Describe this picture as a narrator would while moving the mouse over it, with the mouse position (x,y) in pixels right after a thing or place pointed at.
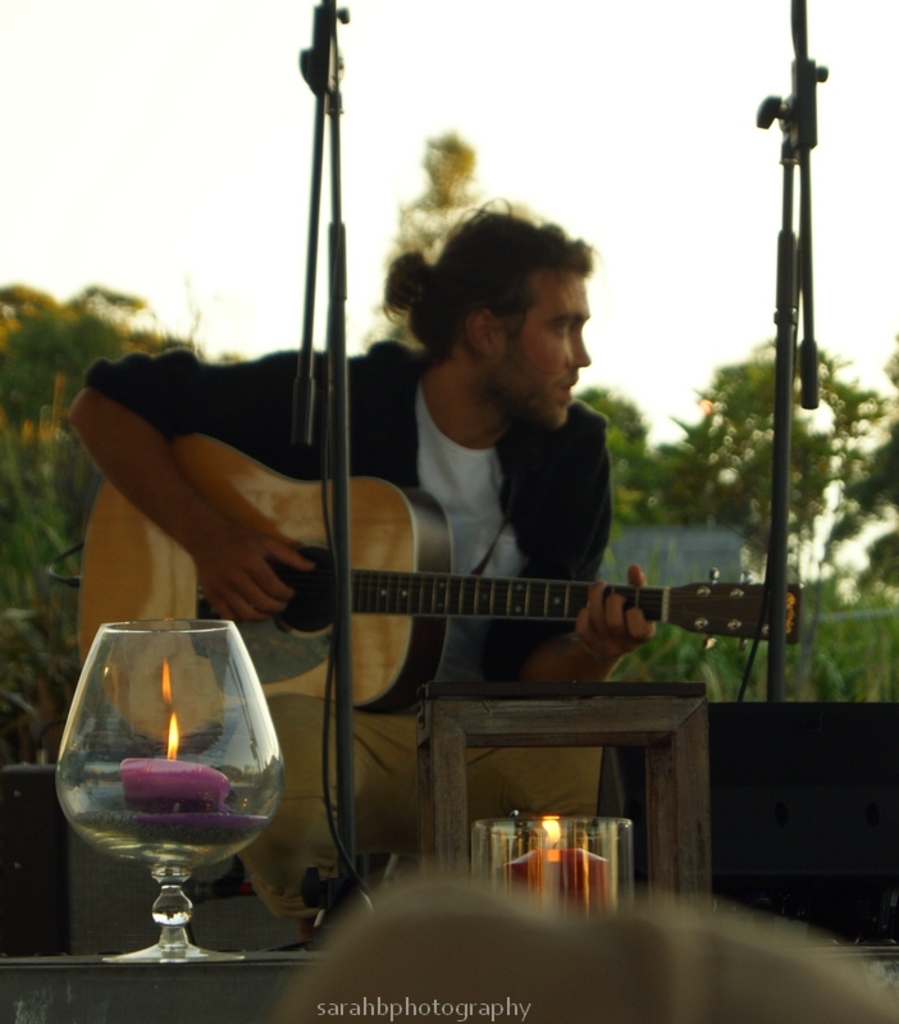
This is the picture of a person (468,423) holding a guitar (315,591) in his hand (212,580) and in front of him there is a glass (118,732) on the table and a candle (161,794) in the glass (211,724).
